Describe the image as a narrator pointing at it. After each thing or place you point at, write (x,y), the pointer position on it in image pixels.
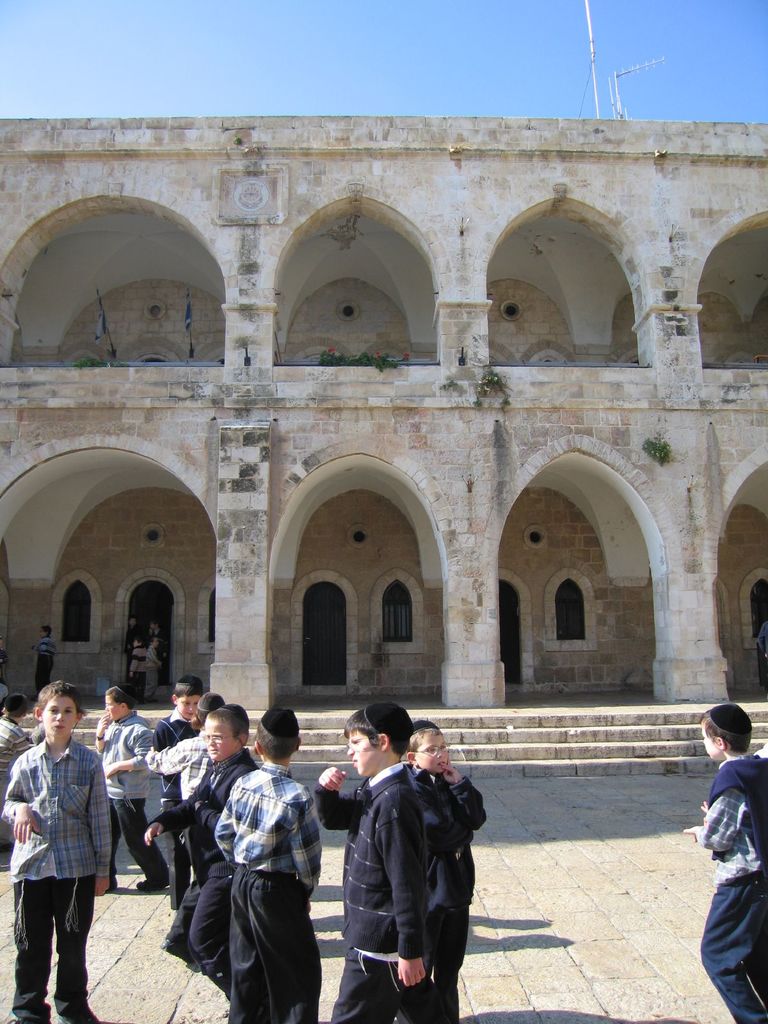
This picture shows building (631,278) and we see couple of flags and we see boys (261,784) standing and few of them wore caps (290,726) on their heads (712,714) and we see a clear blue sky (374,101).
